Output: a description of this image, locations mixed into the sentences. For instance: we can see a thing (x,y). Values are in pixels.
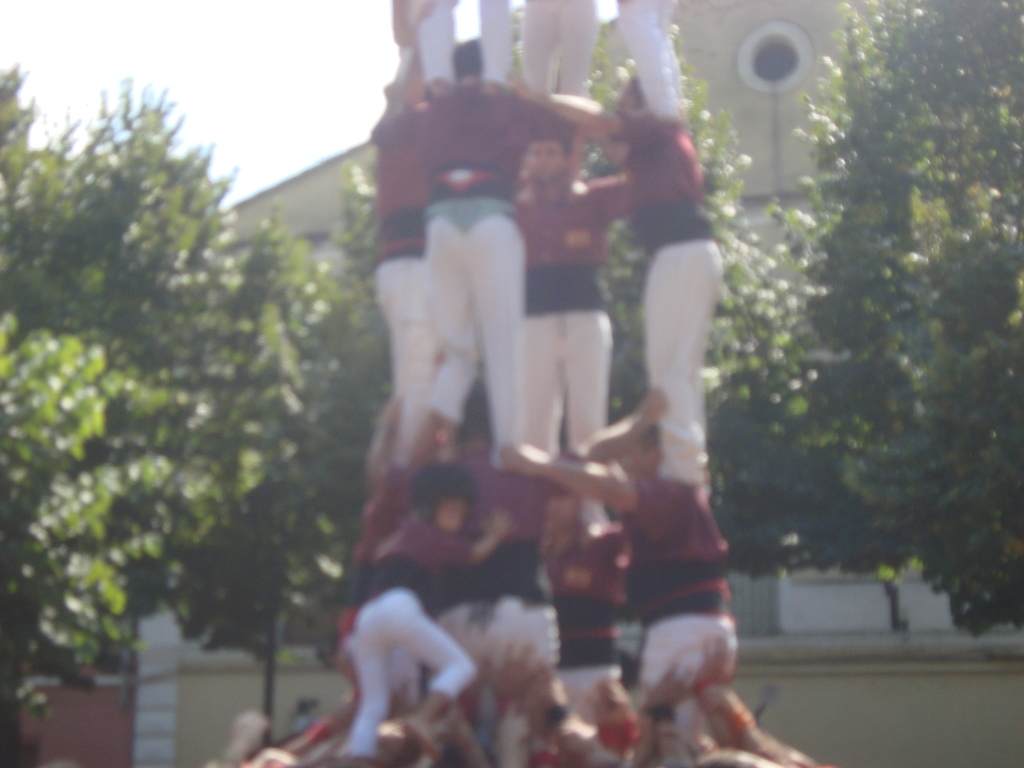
In the image few people (672,544) are standing like a tower. Behind them there are some trees (54,300) and buildings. Top left side of the image (279,76) there is sky (230,77).
